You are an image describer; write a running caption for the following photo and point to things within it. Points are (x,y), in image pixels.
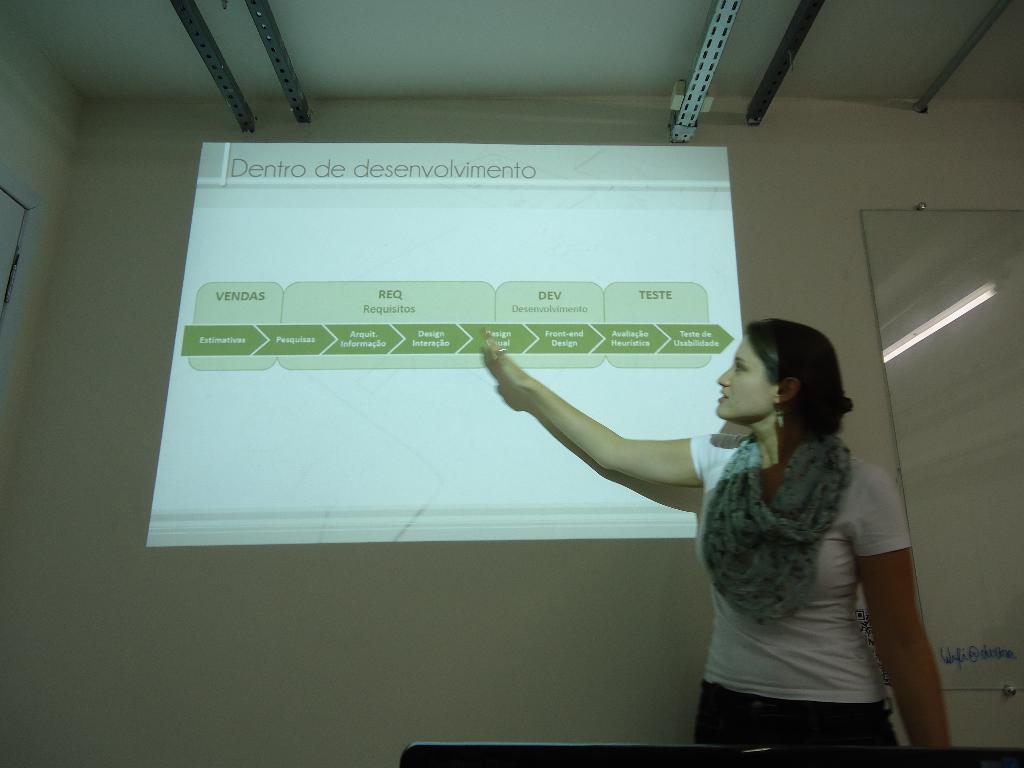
In this image we can see it looks like inside of the building (8,216). And there is a person (824,566) standing. And there is a wall (837,328), To that wall (856,331) there is a board (949,554) and a screen (445,424) with text (396,306). There is a light (980,289) and ceiling (742,69). And there are iron rods (697,87) attached to it. And in front (449,757) there are objects (425,753).
